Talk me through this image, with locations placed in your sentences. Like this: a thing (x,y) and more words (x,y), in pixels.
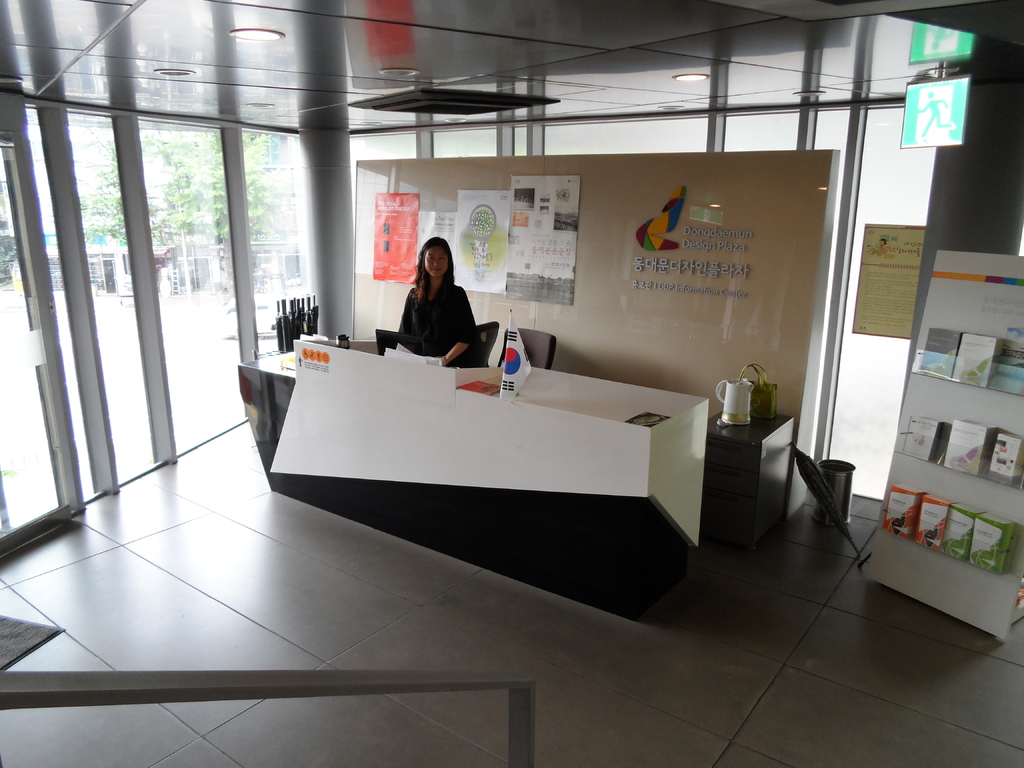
To the left side (68,305) corner there are doors (187,347) with glasses (185,308). And beside the door (219,348) there is a pillar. Beside the door (203,348) there is a table (416,372) with black and white and behind the table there is a lady (442,314) with black dress (439,315) is standing. Behind her there is a poster (525,227) with many posts (558,252) on it. To the right side of the wall (790,406) there is a bin (847,511) on the floor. To the right side (973,594) corner of the image there is a stand (979,425) with few books (962,506) in it. In the background (440,144) there is a glass door (888,168). And to the top of the image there is a roof (510,14) with lights (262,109).
